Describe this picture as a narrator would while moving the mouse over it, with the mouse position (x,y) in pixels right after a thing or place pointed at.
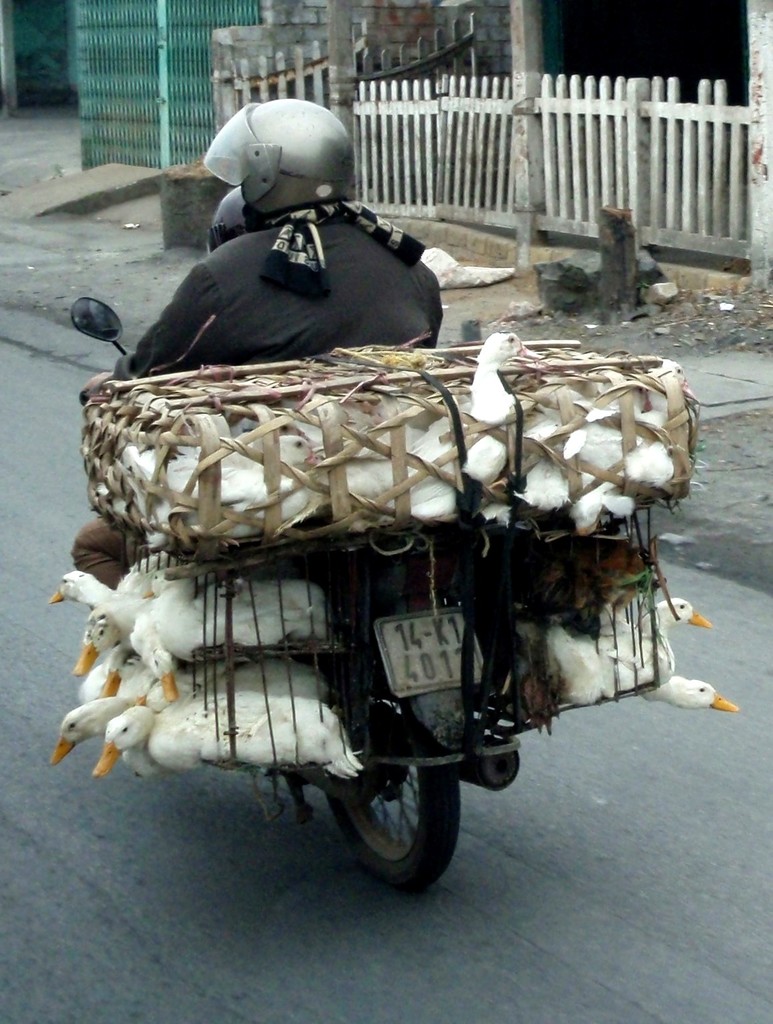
In this picture we can see a person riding a bike (306,645), on the bike (332,667) we can see some ducks (263,664) in a basket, side we can see gates (203,75) and fence (409,202).
